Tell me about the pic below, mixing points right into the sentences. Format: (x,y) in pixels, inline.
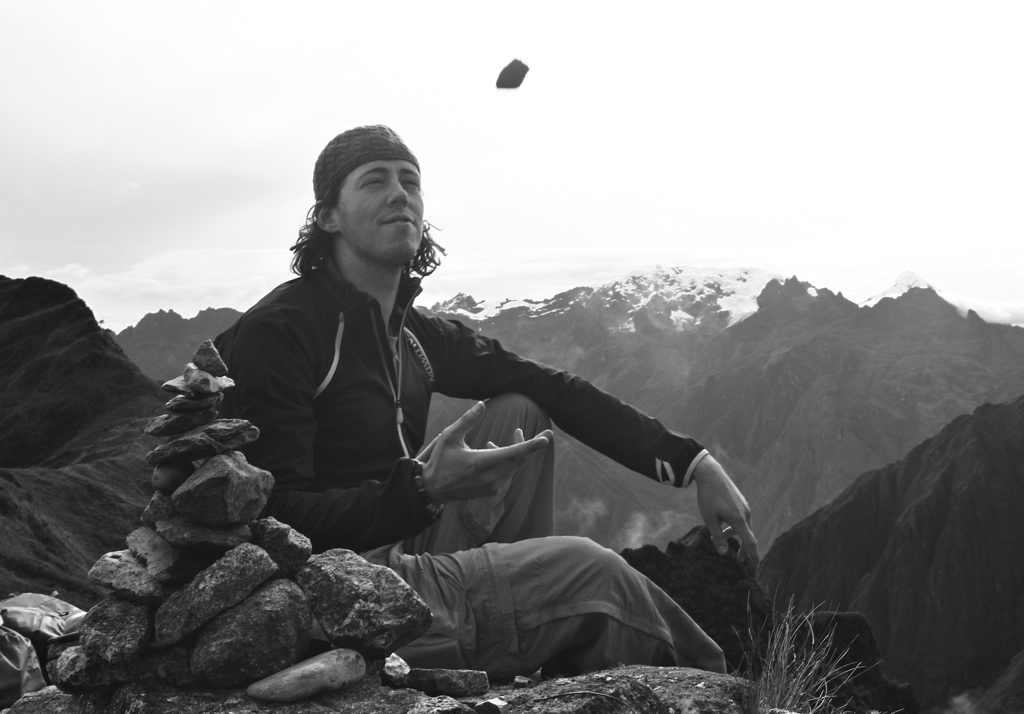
This is a black and white picture, in this image we can see a person (337,373) sitting on the rock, there are some stones (131,561), mountains (474,404) and the sky (117,107).
